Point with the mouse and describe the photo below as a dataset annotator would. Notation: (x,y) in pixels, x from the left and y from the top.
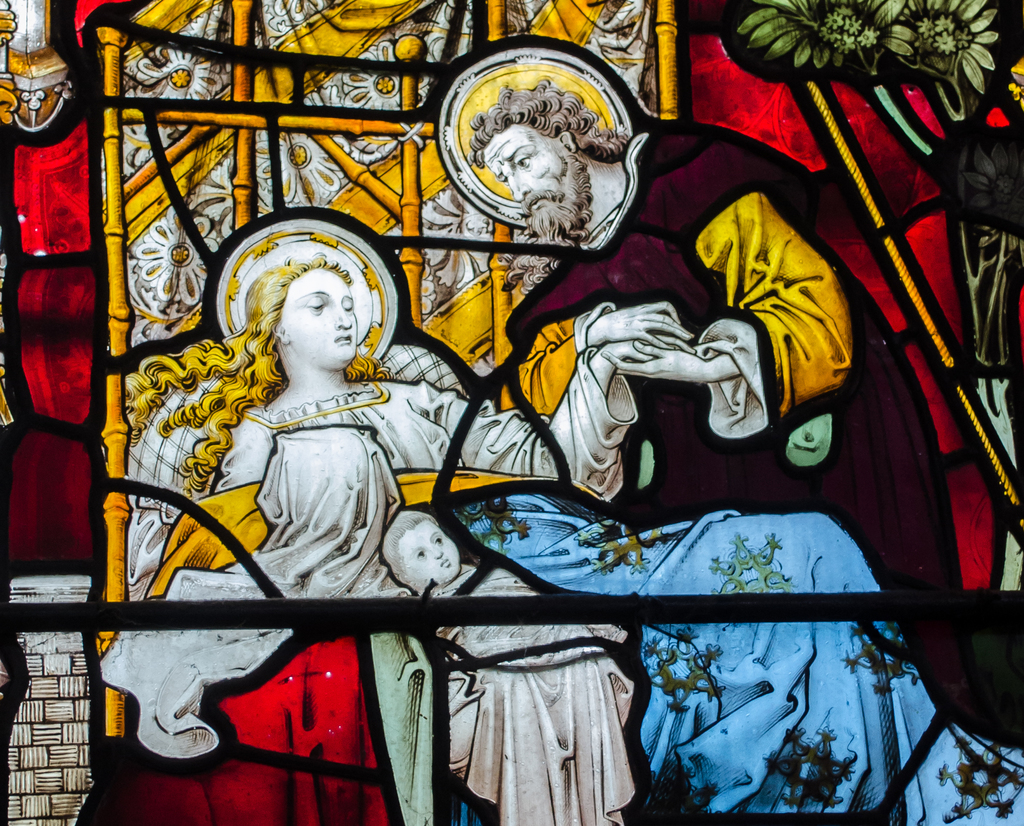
In this image we can see the painting (349,586) of the persons (312,283). In the top right (806,56), we can see the flowers (954,49). Behind the persons (380,362) we can see the sticks (118,283).
